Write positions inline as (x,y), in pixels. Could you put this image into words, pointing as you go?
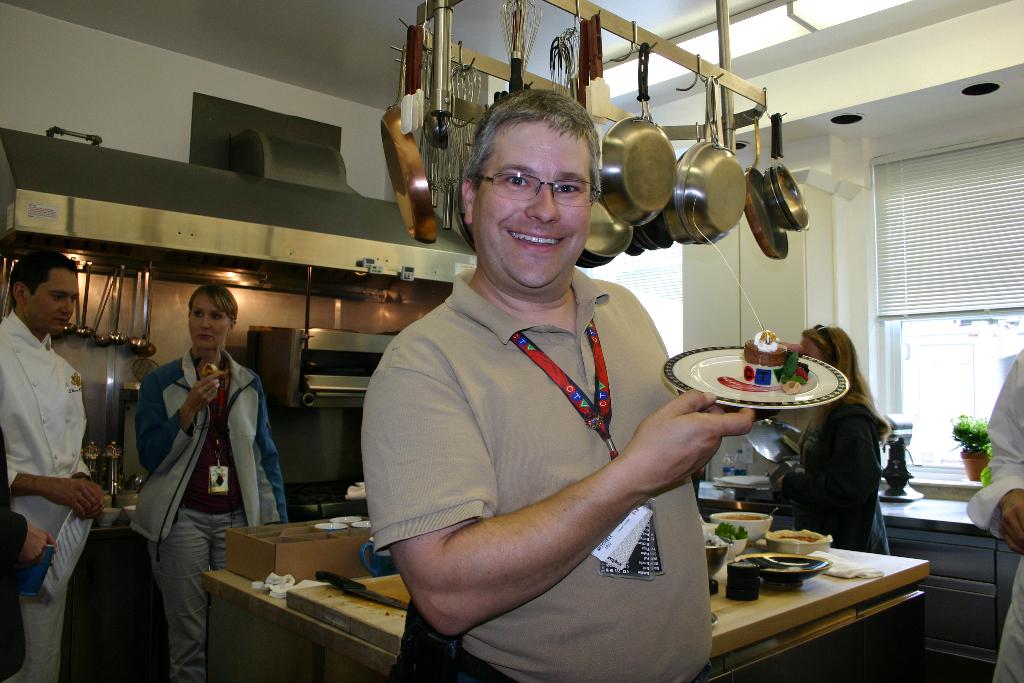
In this picture we can see man (654,365) wore spectacle (503,195) and smiling and holding plate (768,387) with some food (744,374) in it with his hand (691,404) and at back of him we can see one man (51,437) and woman (184,423) standing and on table (751,627) we can see bowl (729,522) with dishes (787,576), leaves (744,535) in it and here we can see flower pot (968,456) with plant (967,438) in it, window (937,324) with curtain (931,223), vessels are hanged.
